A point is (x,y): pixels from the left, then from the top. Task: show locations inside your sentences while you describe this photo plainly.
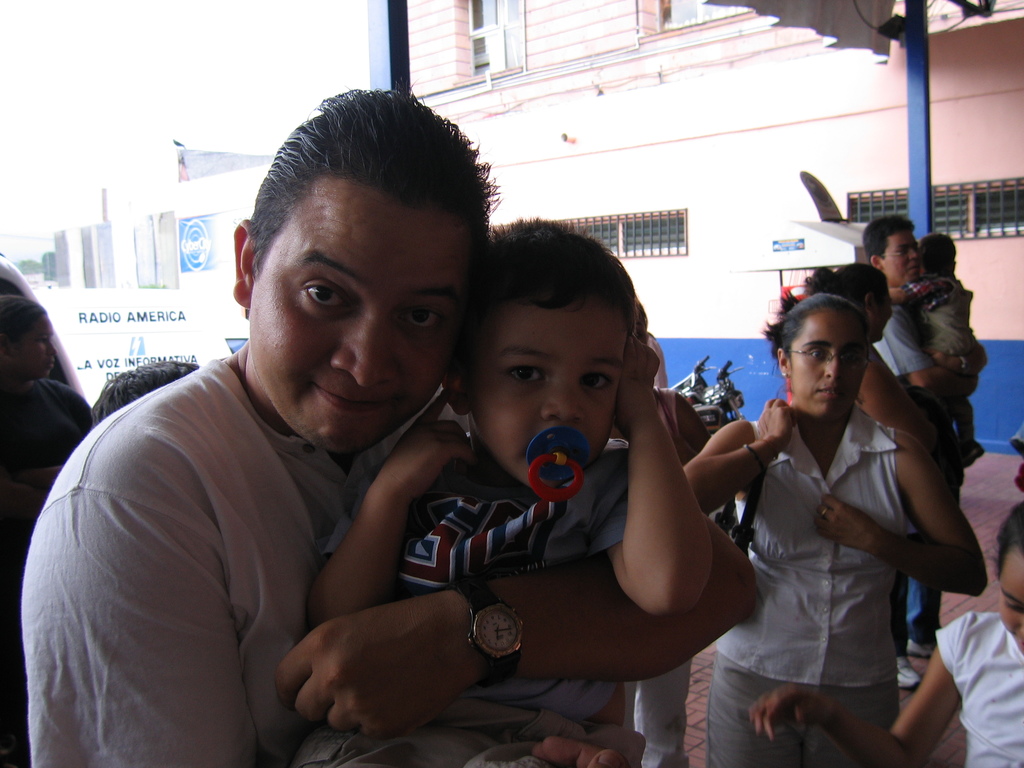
In this image there are many people (253,586) standing. The man (360,417) in the center (401,485) is holding a kid (459,506) in his hand (501,668). Behind them there is a board (149,330) with text (161,318). To the right (700,107) there are buildings (635,107). In front of the buildings (717,224) there are vehicles (700,387) parked.
